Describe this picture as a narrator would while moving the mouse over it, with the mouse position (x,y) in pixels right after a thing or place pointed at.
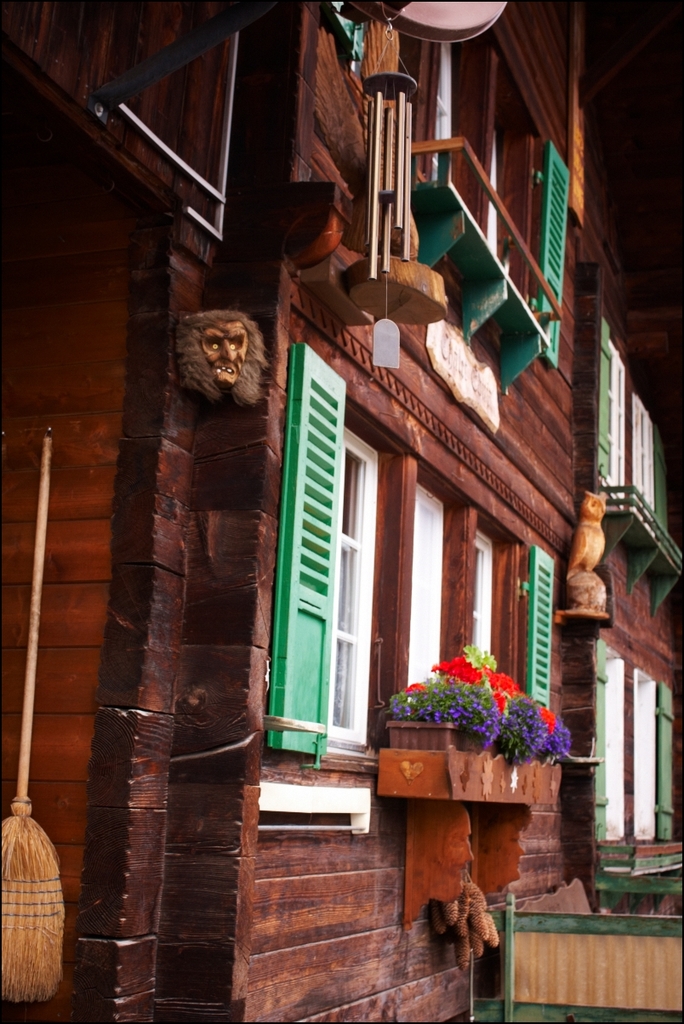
In this image there is a wooden object (679,950) on the right corner (604,950). There is a building (178,534), there are windows (435,504), potted plants (412,718) with flowers (490,668), there is a wooden railing (502,324), there is a metal object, there are wooden objects (55,942) on the left corner (59,955).
